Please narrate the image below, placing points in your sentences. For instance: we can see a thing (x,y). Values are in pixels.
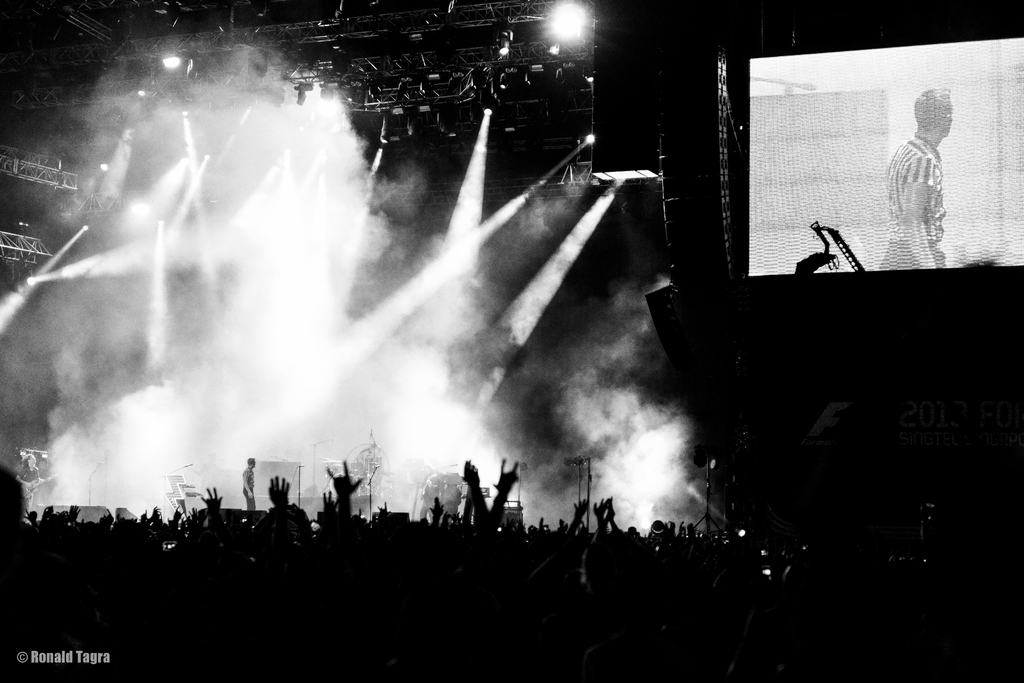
In this picture there is a screen (1002,66) on the right side of the image (804,218) and there is a stage (363,65) on the left side of the image (70,474), there are audience (723,665) at the bottom side of the image (539,550) and there is a person (245,485) who is standing on the stage (229,484) on the left side of the image (248,455), there are spotlights (478,164) at the top side of the image (275,162).
